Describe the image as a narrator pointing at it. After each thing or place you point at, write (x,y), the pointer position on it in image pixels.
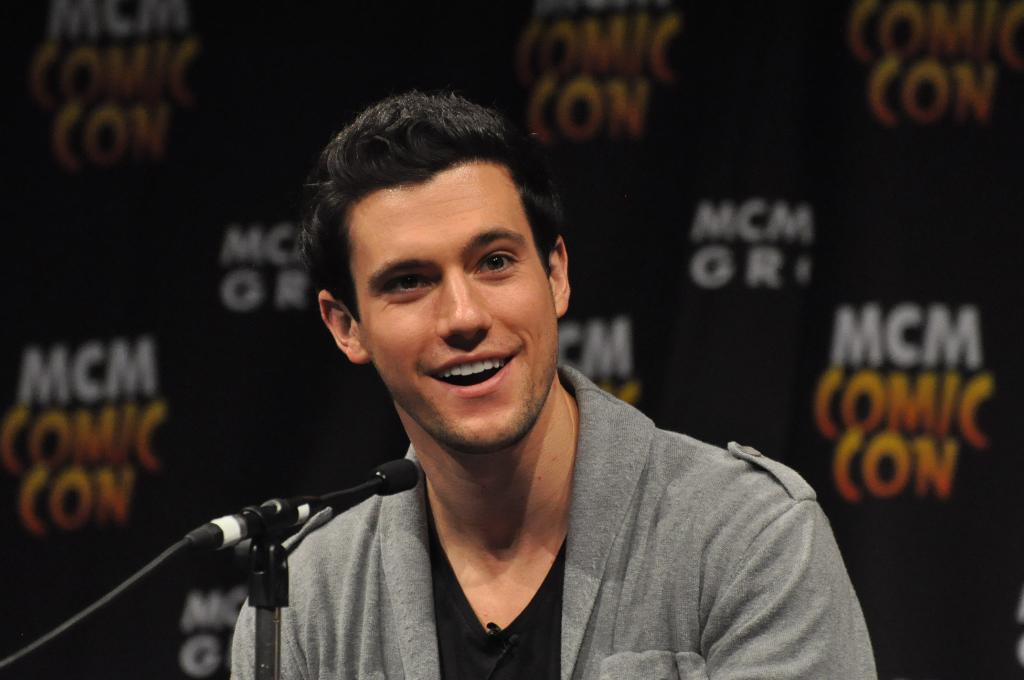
This image consists of a man (658,501) sitting in front of the mic (398,483). He is wearing a gray jacket (590,627) and a black T-shirt (472,622). In the background (779,113), we can see a poster (142,318) in black color. On which there is a text (59,424).
